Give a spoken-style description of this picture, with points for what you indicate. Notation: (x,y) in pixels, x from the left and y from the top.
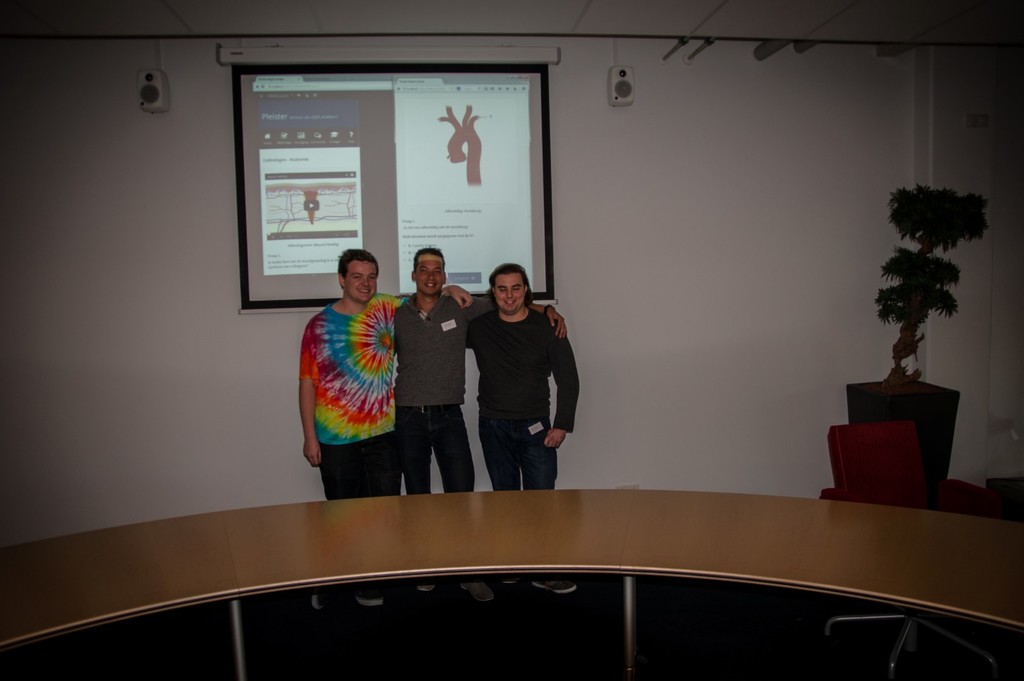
In the image there are three men (361,347) standing behind a table (423,525) and posing for the photo, behind the men (345,348) there is a projector screen (498,194) and something is being displayed on that screen (508,252), there is a plant (928,225) on the right side (899,361) and in the background (647,419) there is a wall (80,117) and there are two speakers (628,68) attached to the wall (96,190).
